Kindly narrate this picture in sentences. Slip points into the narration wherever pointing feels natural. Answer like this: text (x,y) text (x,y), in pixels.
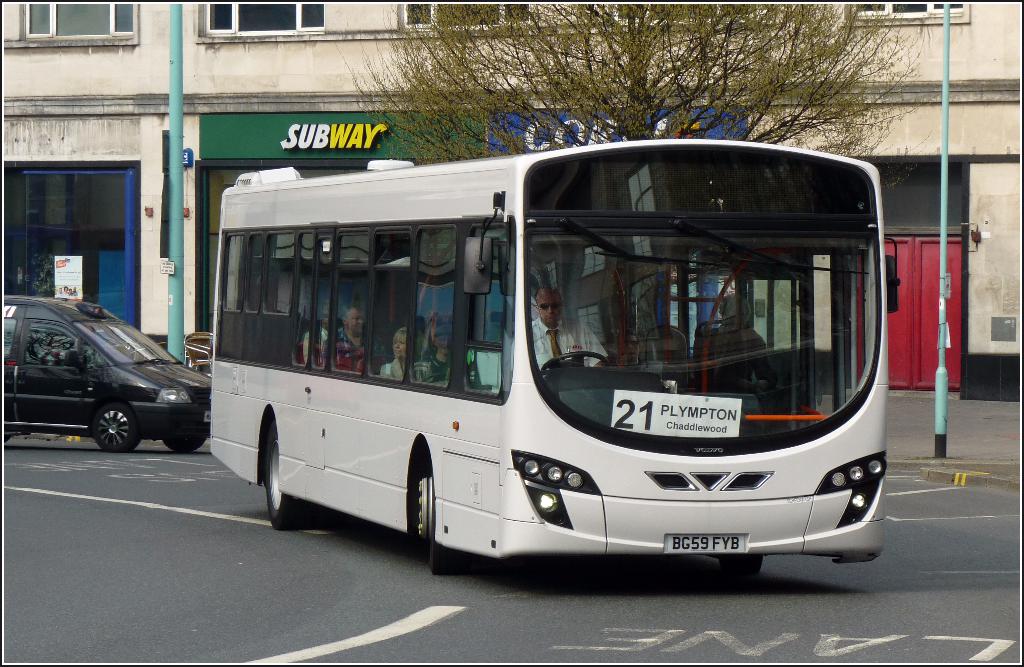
This image is taken in outdoors. In the middle of the image (670,233) there is a bus (306,329) with few people (541,349) inside it on the road (356,560). In the left side of the image (167,415) there is a car (100,390). At the bottom of the image (413,592) there is a road (371,592). In the right side of the image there is a pole (946,25). At the background (923,51) there is a building (322,75) with windows (921,181) and boards (324,133) with text (356,139) on it and there is a tree (716,81).
